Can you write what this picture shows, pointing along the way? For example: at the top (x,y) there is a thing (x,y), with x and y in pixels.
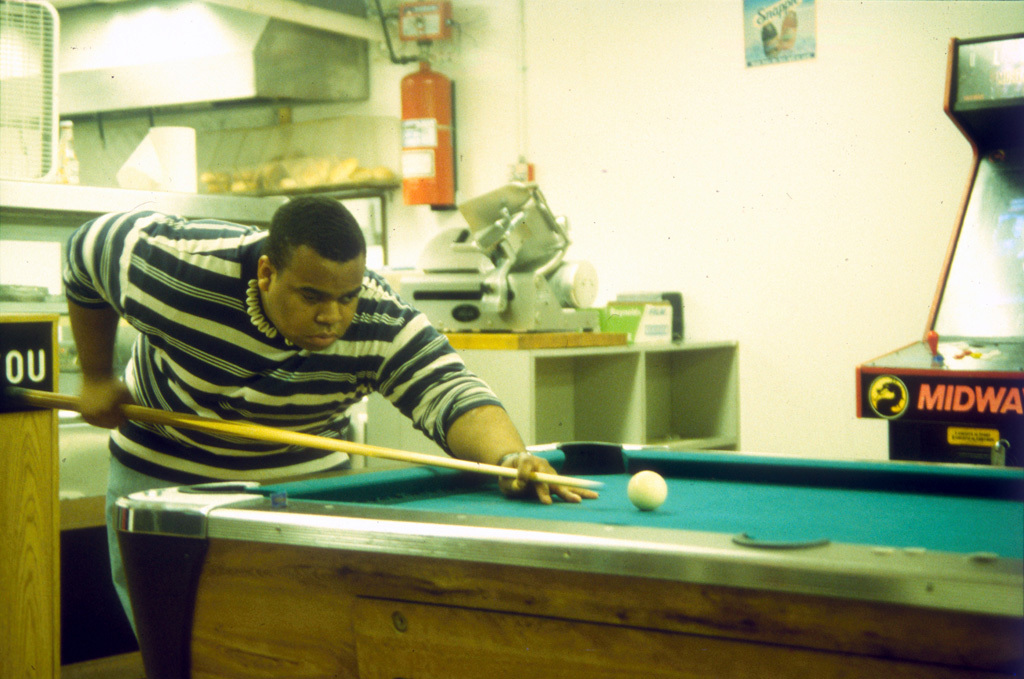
In this image, I can see a person (152,469) standing and holding a cue stick (488,466). I can see a billiard table (781,520) with a billiard ball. On the right side of the image (986,363), there is a gaming machine (987,333). At the top of the image (767,37), I can see a poster (758,37) attached to the wall (662,45). Behind the person (296,319), I can see a machine (480,255), the racks (618,375), fire extinguisher (419,139), chimney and few other objects (180,164). On the left side of the image (21,479), I can see a wooden object (17,485).
